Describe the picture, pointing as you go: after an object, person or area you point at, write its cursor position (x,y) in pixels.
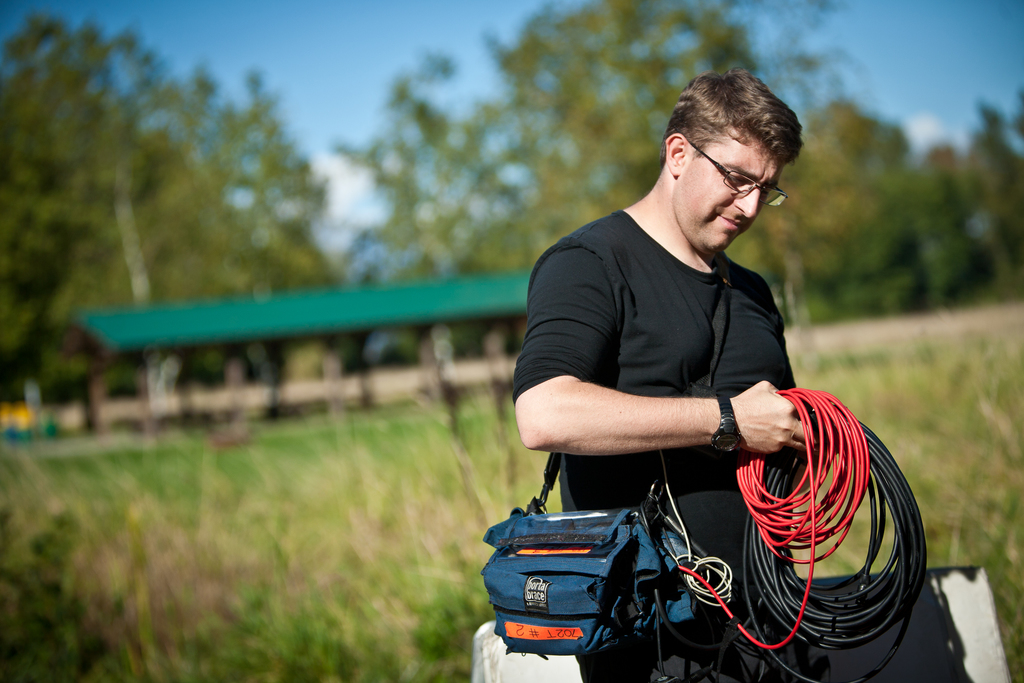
In this image I can observe a person (665,402) holding the wires (825,511). In the background (474,220) there are trees (269,236). There is grass (334,456) on the ground (271,596).
